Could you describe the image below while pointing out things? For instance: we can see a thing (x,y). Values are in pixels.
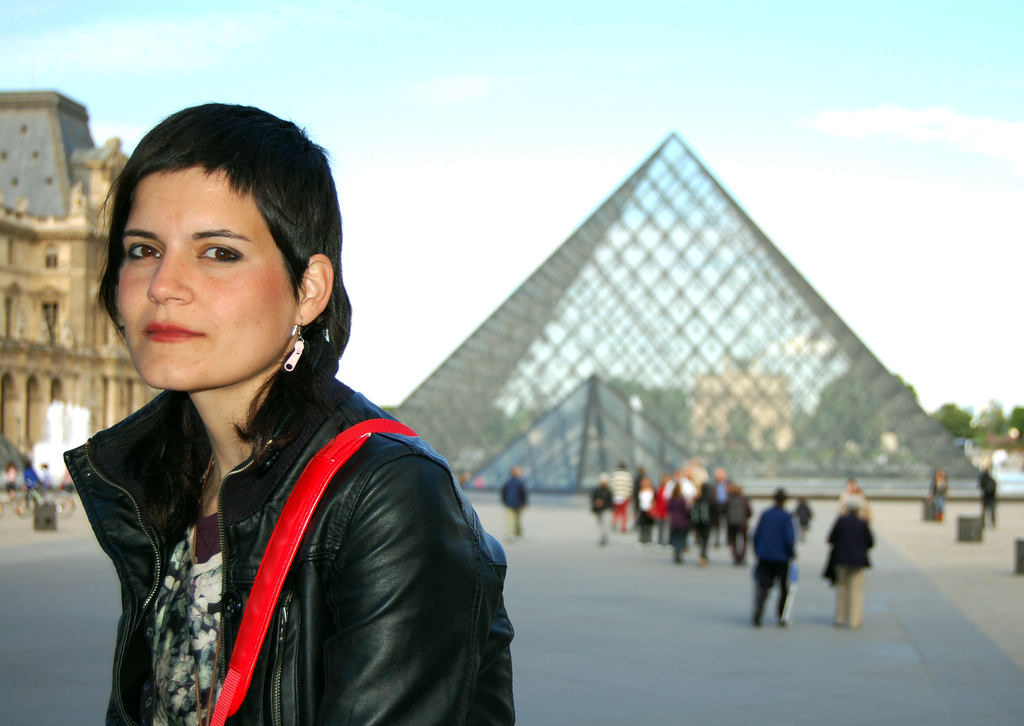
In this picture we can see a woman (285,488) in the front (290,574), there are some people (729,523) walking on the right side (849,539), on the left side (74,246) there is a building (58,242), we can see a glass pyramid (679,334) in the middle (578,317), in the background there are some trees (1006,424), we can see the sky (717,31) at the top of the picture (577,59).
